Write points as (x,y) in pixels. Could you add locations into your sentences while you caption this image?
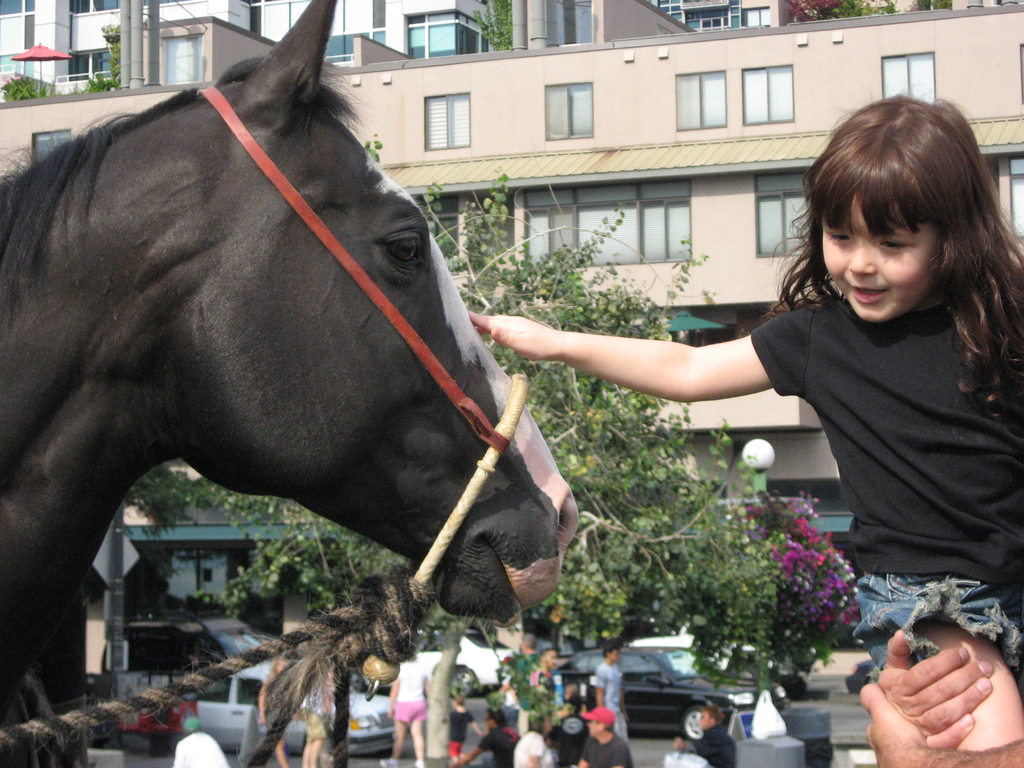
In this picture there is a small girl (881,551) is touching a horse (130,278) and in the backdrop (555,249) they are plants (576,260) and buildings (551,112).
